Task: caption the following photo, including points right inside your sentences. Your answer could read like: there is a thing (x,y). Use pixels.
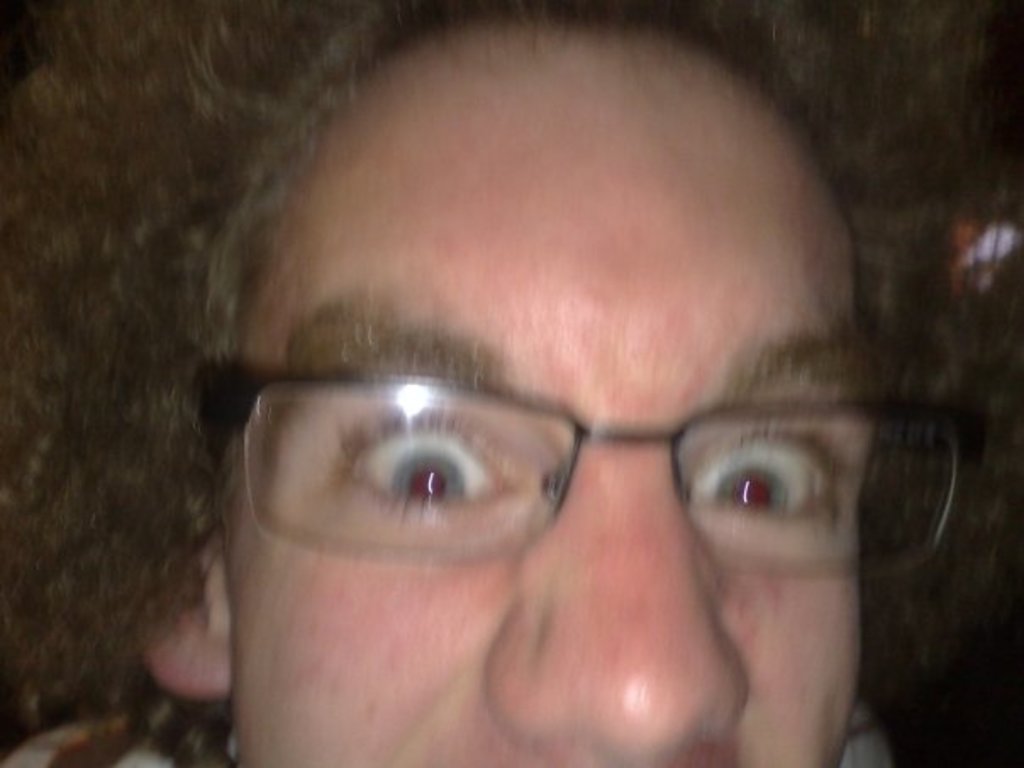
In this image I can see a person face (778,704) and that person (586,404) wore spectacles (407,481).
